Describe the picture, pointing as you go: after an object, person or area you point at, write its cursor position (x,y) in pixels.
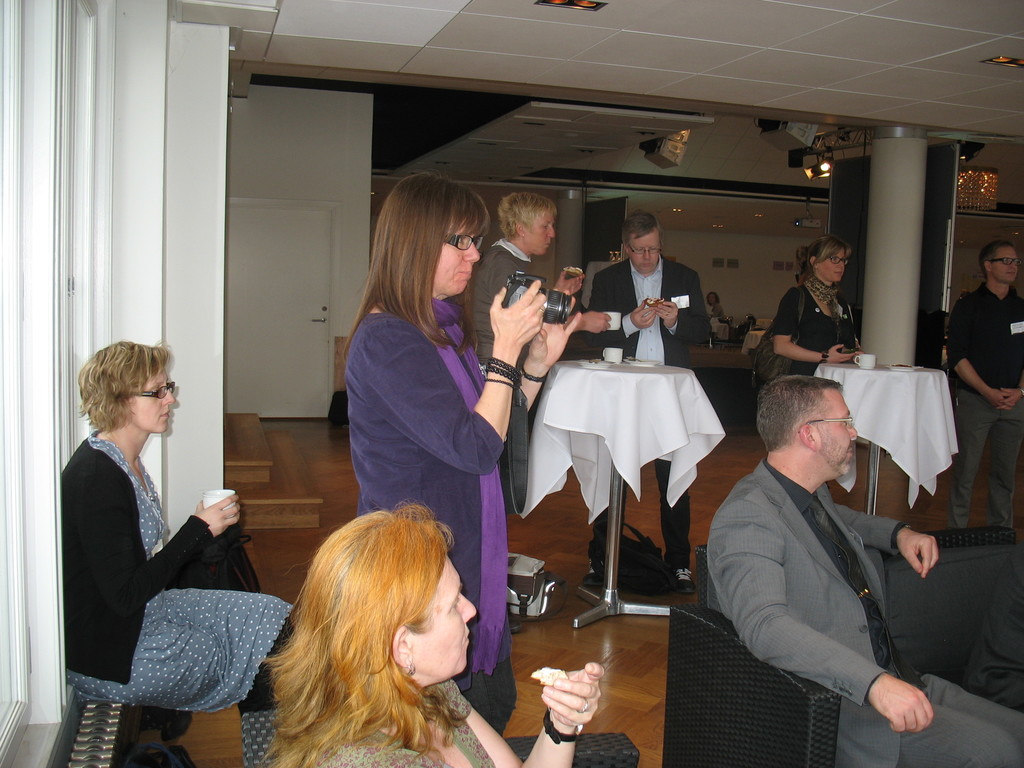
In this image we can see a person (924,719) is sitting on the sofa (768,711) and he is wearing grey color suit (833,626). Behind the person (790,391) one woman (438,247) is standing, by holding the camera (511,302) in her hand (522,308) and wearing purple color dress (417,411). To the left side of the image (26,455) one window (33,555) is there, in front of the window (37,589) two women (185,615) are sitting, one is wearing black color jacket (129,578) and the other one is wearing green color dress (391,746). Background of the image (636,319) people (690,330) are standing. In front of them tables (650,409) are there. On table (847,395) white color clothes (650,392) is present. Behind them pillars (897,184) are there and the wall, door (313,263), roof (587,78) of the room (587,74) is in white color.
